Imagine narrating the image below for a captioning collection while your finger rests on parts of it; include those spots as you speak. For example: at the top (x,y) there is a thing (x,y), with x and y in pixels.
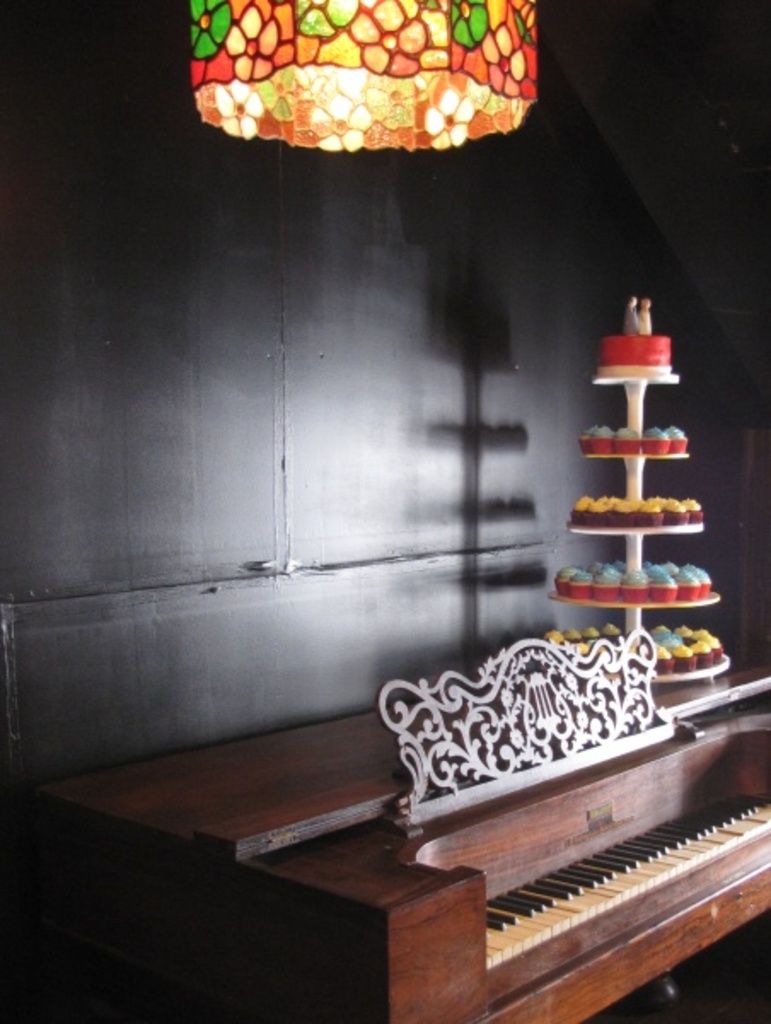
In this picture there is a piano (739,711) at the bottom right side of the image (657,829) and there is a cake (571,584) at the right side of the image (644,333) and there are two small toys (631,329) which are placed on the top most piece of the cake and the wall (272,298) is black in color and there is a colorful lamp (387,15) which is hanged above the image.
